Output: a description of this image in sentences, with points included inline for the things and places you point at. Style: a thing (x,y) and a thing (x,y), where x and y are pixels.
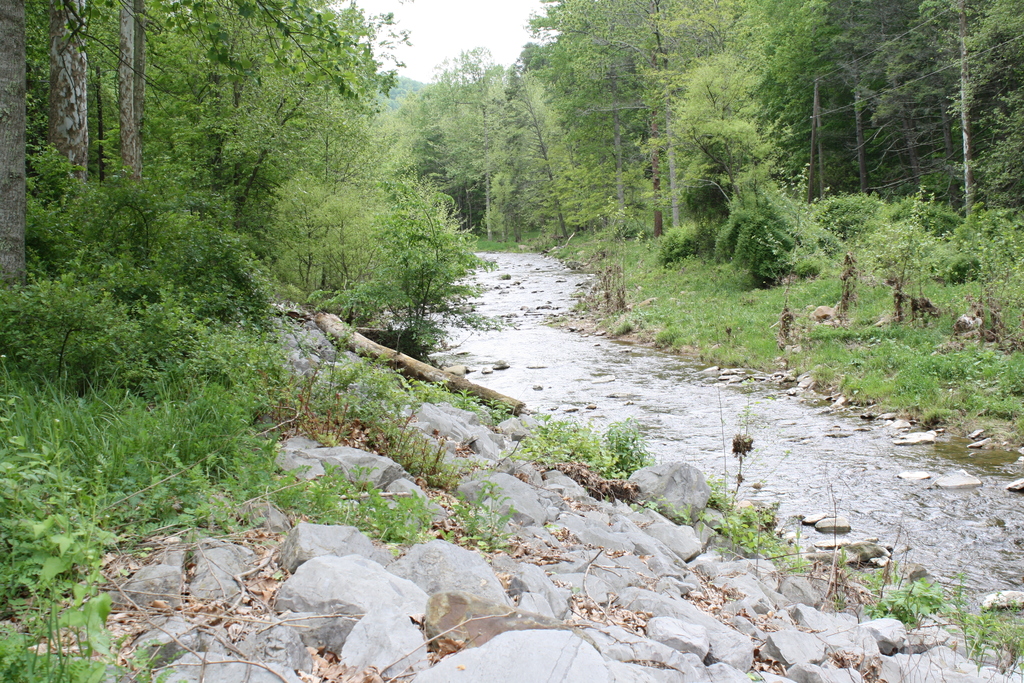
At the bottom of the image (353,530) we can see some stones (306,625) and water (528,322). In the middle of the image (481,324) we can see some trees (806,105) and grass (1005,395). At the top of the image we can see the sky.
